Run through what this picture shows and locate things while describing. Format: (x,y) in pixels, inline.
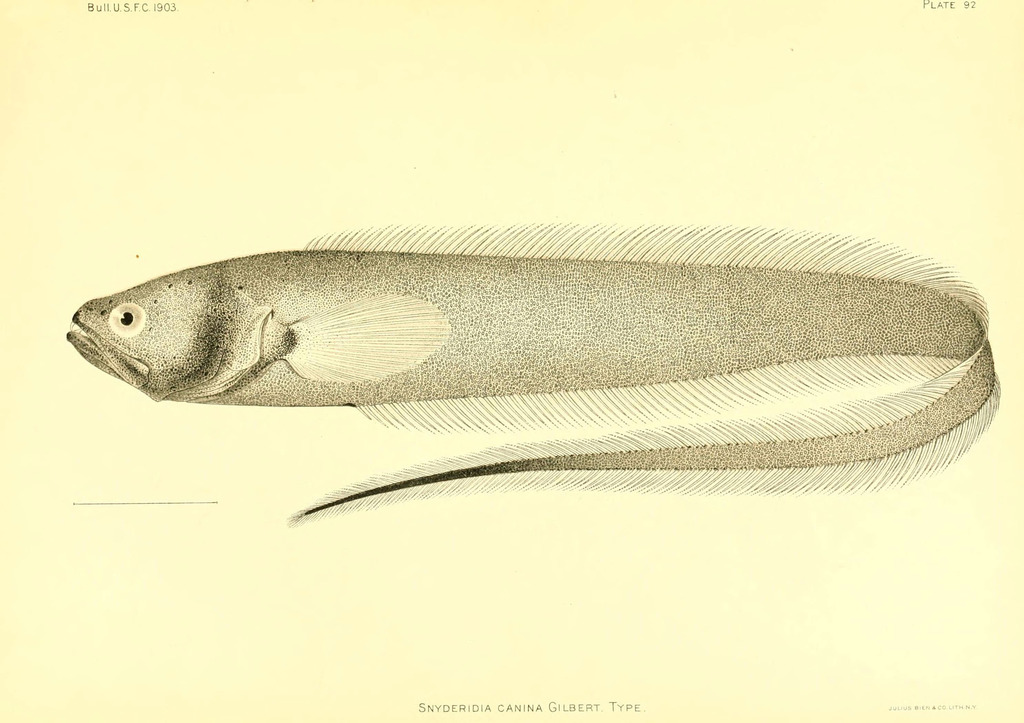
In the center of the image (604,403) there is a depiction (690,293) of a fish (594,365) and some text (580,709) at the bottom (626,710) on the paper (58,38).
